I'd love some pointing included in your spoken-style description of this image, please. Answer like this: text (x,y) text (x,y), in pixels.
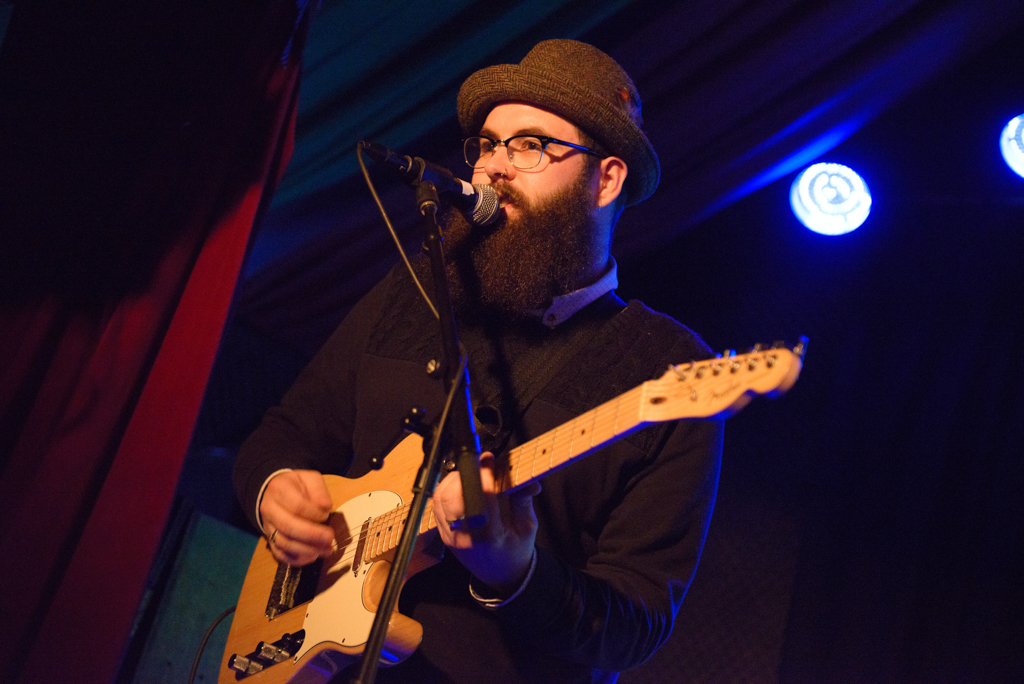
In this picture a man (529,208) is singing and playing guitar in front of microphone (476,218), in the background (134,246) we can see curtains (143,230) and couple of lights (856,201).
